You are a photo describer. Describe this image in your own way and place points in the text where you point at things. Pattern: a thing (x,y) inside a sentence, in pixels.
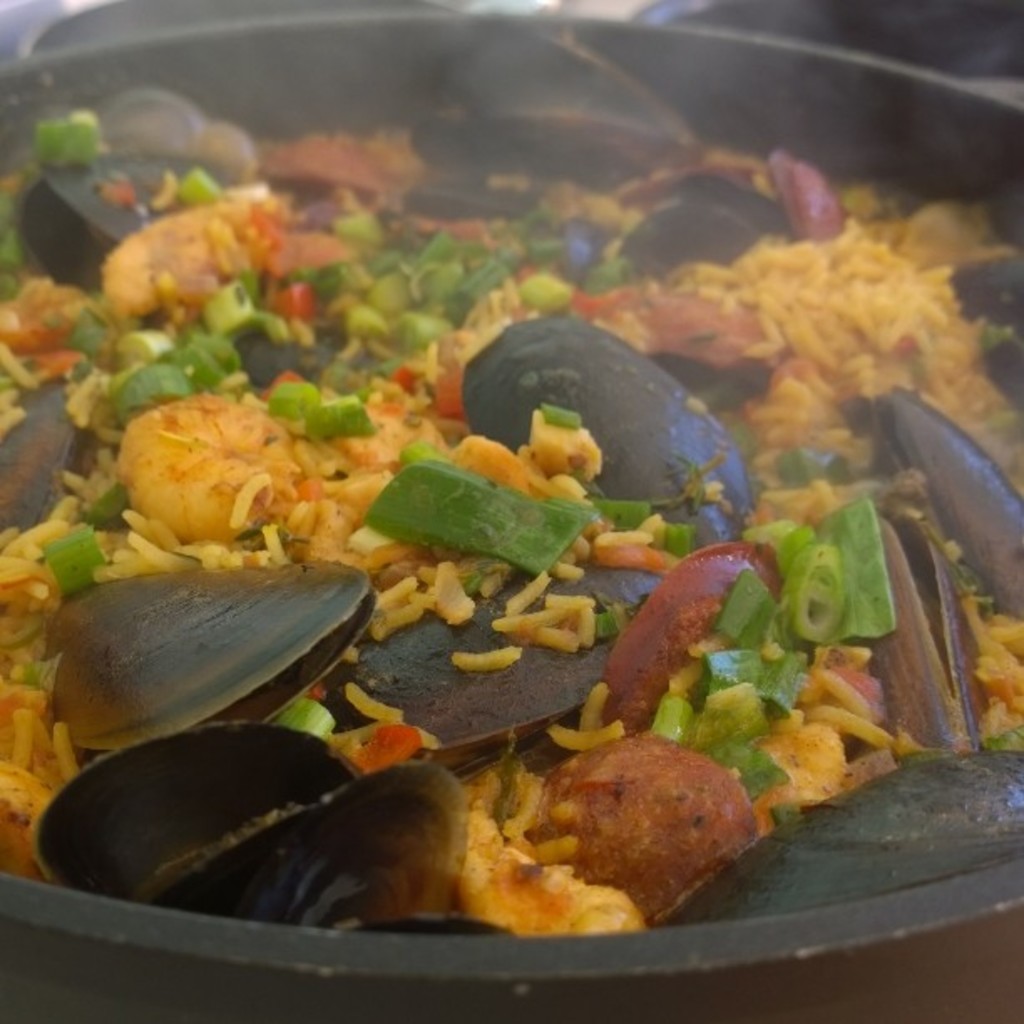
In this image I can see a black colored bowl (655,1002) and in the bowl (475,959) I can see a food item (325,900) which is yellow, green, black, red and orange in color. I can see few seashells (248,629) in the bowl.
